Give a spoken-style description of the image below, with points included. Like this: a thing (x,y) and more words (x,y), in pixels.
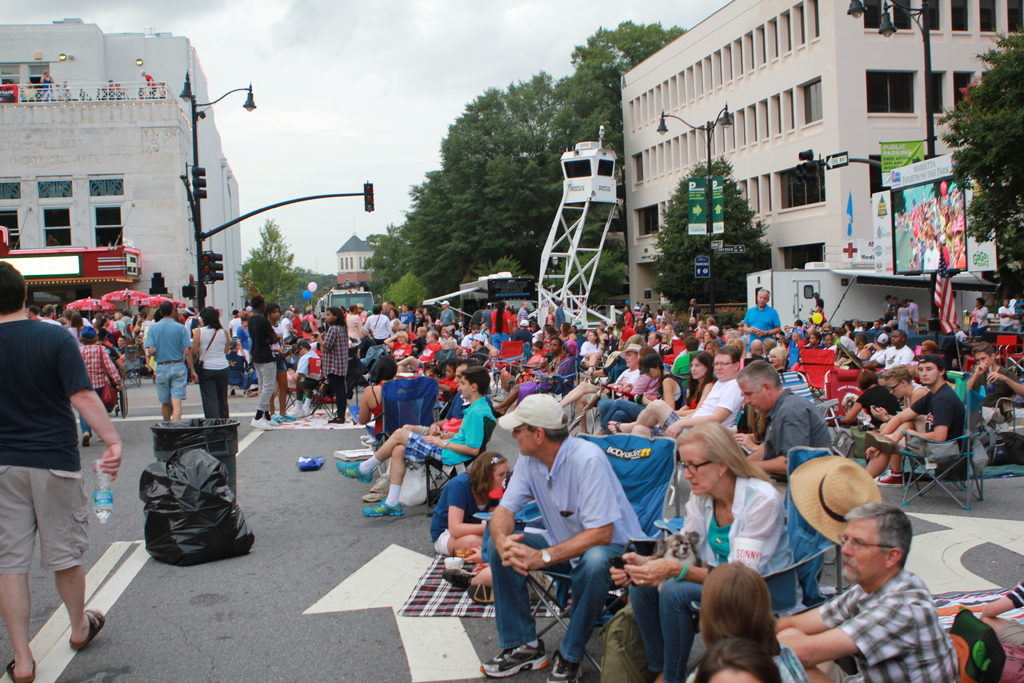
In this image few persons (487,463) are sitting on the chair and few persons (479,566) are sitting on the road (311,573). There are few lamps (243,102) and traffic lights (202,170) are attached to the pole (202,246). Left side (27,379) there is a person (73,345) wearing a black shirt (67,378) is holding a bottle (107,505). He is walking on the road (91,566). There are few dustbins (211,426) on road (147,448). Behind the persons (215,359) there are few umbrellas (136,306). Right side there is a flag (949,269). There is a pole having few boards (706,220) attached to it. In background (728,222) there are few trees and buildings (109,164).
